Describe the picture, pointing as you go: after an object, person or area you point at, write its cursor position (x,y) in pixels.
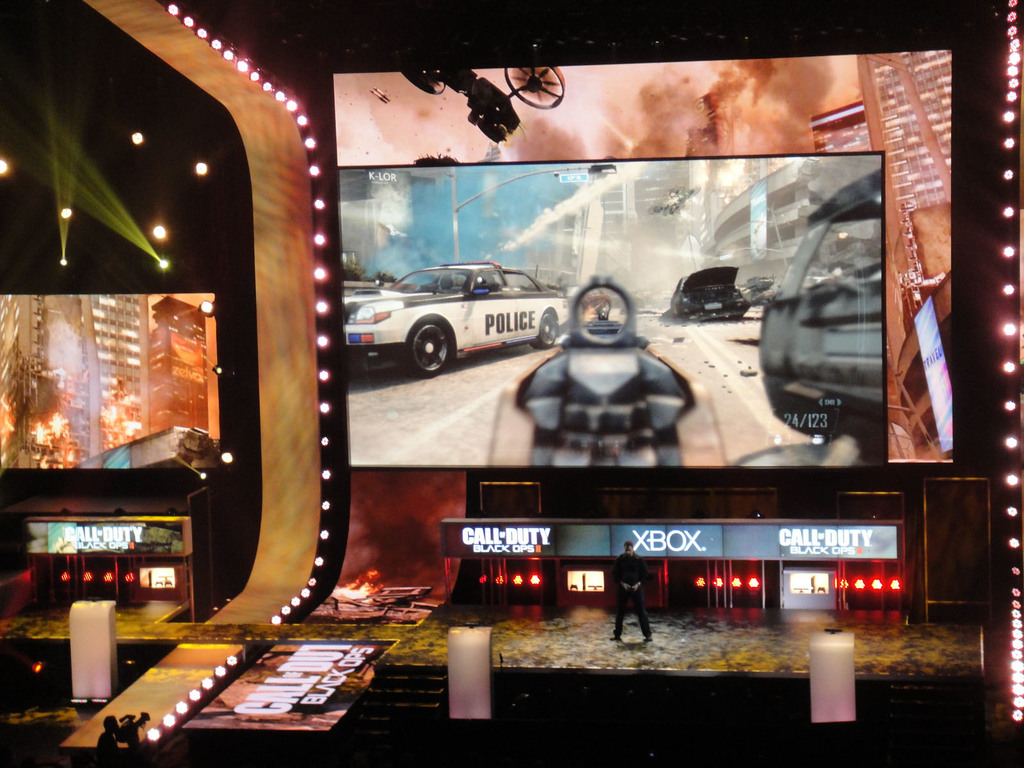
In this image in the center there is one man (628,586) who is standing and in the background (752,449) there is a screen (691,460), in that screen (513,320) we could see some cars (463,321) and some animations (600,427) and on the left side (167,355) there is another screen (178,370) and some lights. At the bottom (277,678) there are some pillars (471,656) boards (335,703) and some lights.
